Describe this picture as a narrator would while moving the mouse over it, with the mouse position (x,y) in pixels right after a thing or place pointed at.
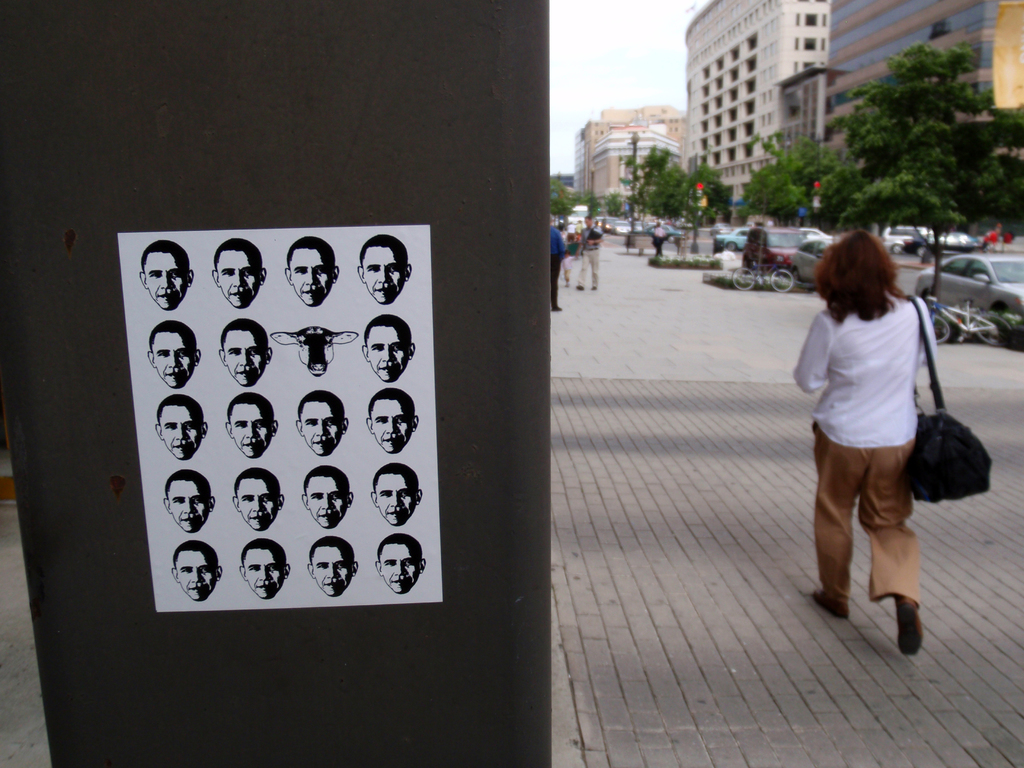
At the left side of the image (135,581) there is a black board (498,410). On the black board (497,354) there is a white paper (145,335) with few faces (381,348) on it. At the right side of the image (867,340) on the floor (679,710) to the front (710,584) there is a lady (867,367) with white shirt (868,404) and brown pant (893,484) is walking. In the background (598,262) there are cars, bicycles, trees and few people (589,250) are walking on the floor (627,266). And also there are buildings (701,85) with glass windows (927,29) and walls (867,43).
